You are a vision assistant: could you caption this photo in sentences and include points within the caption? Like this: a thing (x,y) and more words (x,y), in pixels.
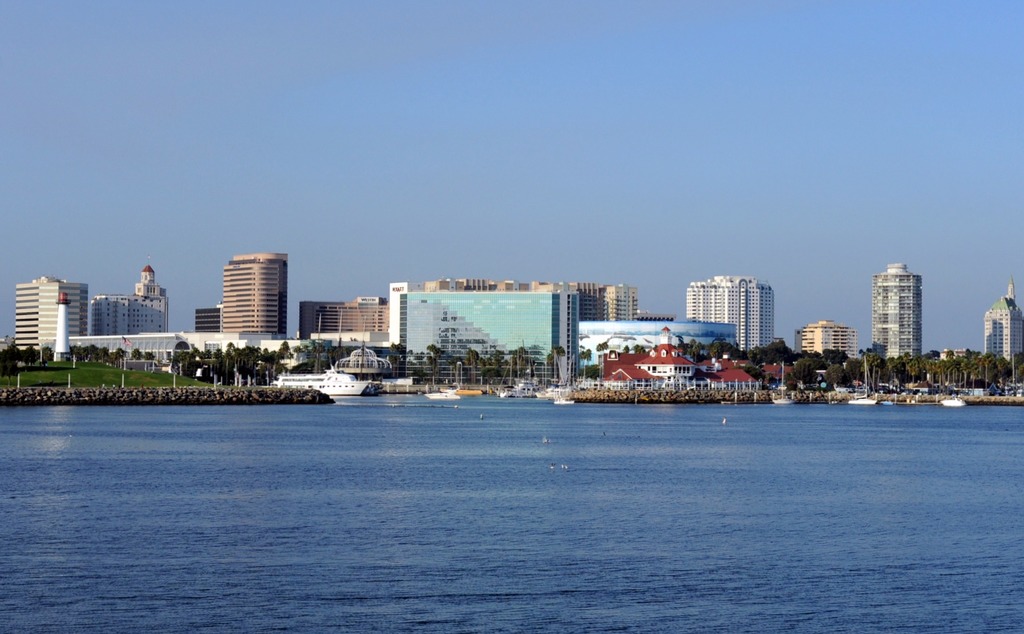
In the image we can see there are many buildings (453,310), trees (266,349) and poles (172,374). This is a water (454,502) and there is a ship (337,386) in the water (376,398), this is a grass (95,373) and a pale blue sky (292,121).
